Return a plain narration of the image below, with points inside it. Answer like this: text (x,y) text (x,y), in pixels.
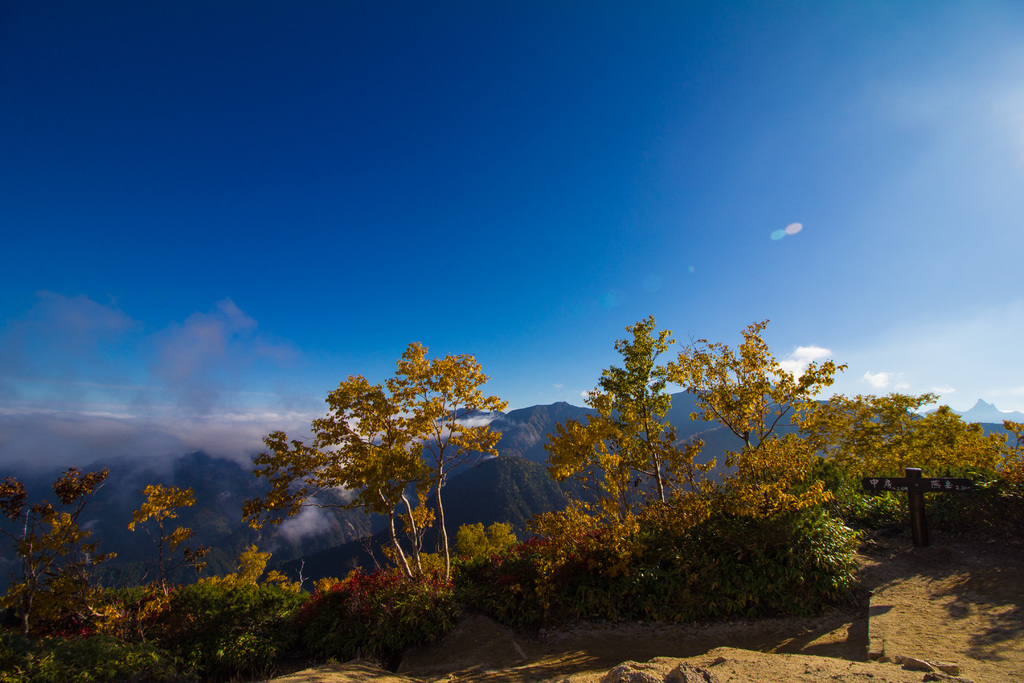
These are the trees (503,525) and small bushes (821,525). This looks like a board (936,484) attached to a pole (908,503). In the background (196,464), I can see the mountains (575,415). This is the sky (417,239).
